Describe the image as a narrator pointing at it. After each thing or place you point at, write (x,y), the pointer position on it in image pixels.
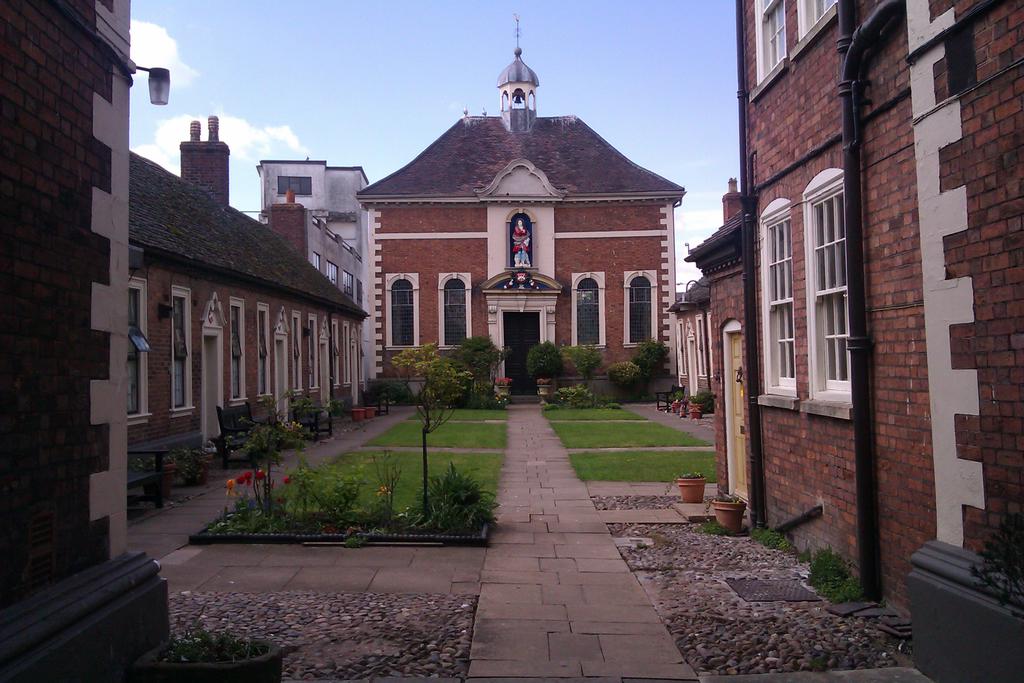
In this image, there are a few buildings (814,352). We can see the ground (744,580) with some grass (629,412), plants (637,365) and pots (680,485). We can also see some benches (308,405). We can see a statue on one of the buildings (752,130). We can also see the sky (643,128) with clouds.
